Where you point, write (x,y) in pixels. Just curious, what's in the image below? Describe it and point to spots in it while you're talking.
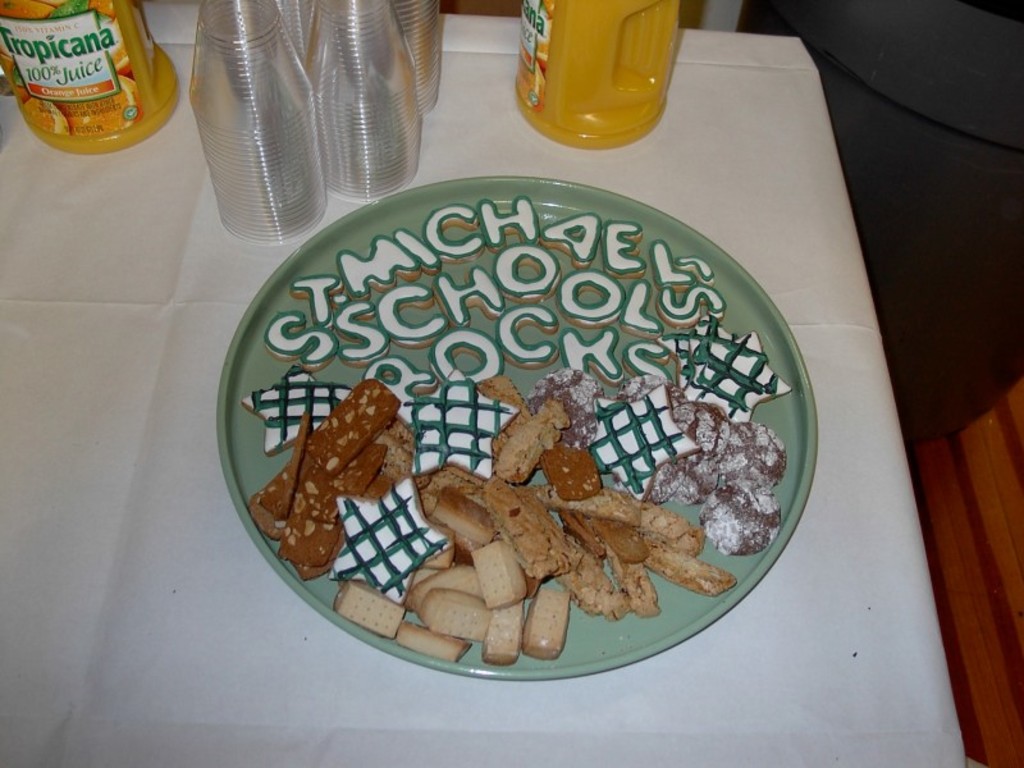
In the picture I can see some food item (422,543) is placed on the plate (516,501), here I can see glasses (213,96) and yellow color bottles (592,73) are placed on the white color table (821,613). Here I can see the wooden floor (981,558) and some object (957,351) which is in black color on the right side of the image (928,333).
